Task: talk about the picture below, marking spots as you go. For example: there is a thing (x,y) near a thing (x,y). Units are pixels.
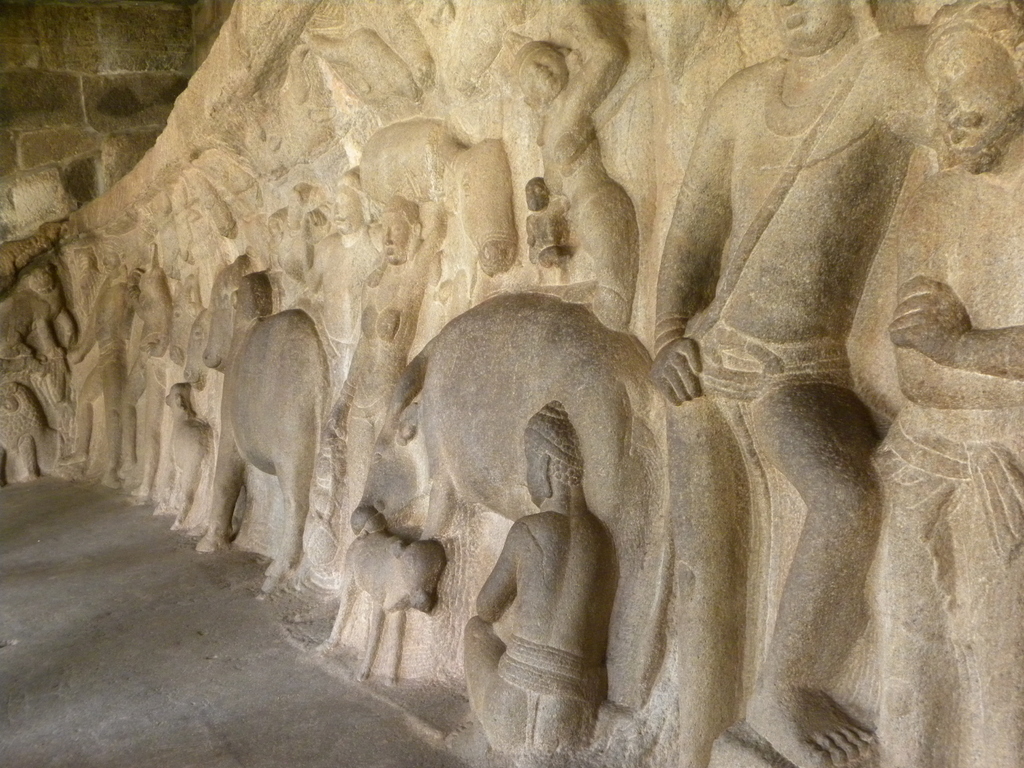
In this image there is a wall (412,205) on which there are sculptures (482,305) of persons (534,428) and animals (291,424).
